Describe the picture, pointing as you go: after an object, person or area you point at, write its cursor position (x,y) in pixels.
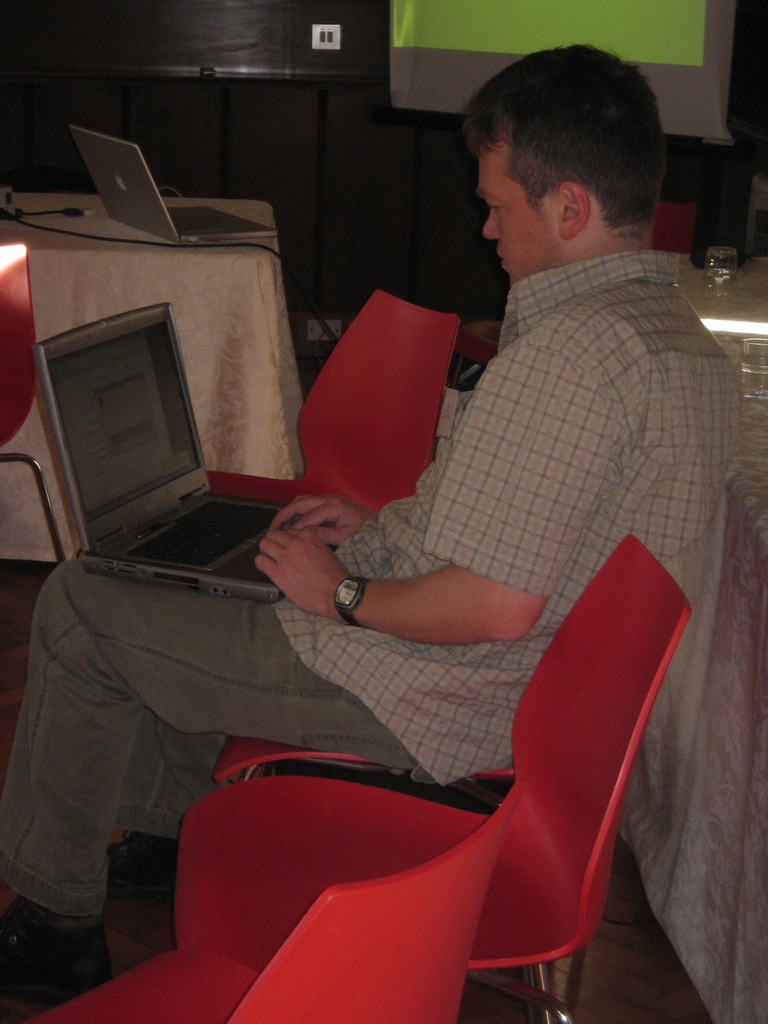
Here we can see a man (527,541) sitting on chairs (579,605) present in the room (269,697) and he is operating a laptop (207,541) and there are tables (200,310) present here and there and we can see laptop (172,225) present on the table (183,199).
